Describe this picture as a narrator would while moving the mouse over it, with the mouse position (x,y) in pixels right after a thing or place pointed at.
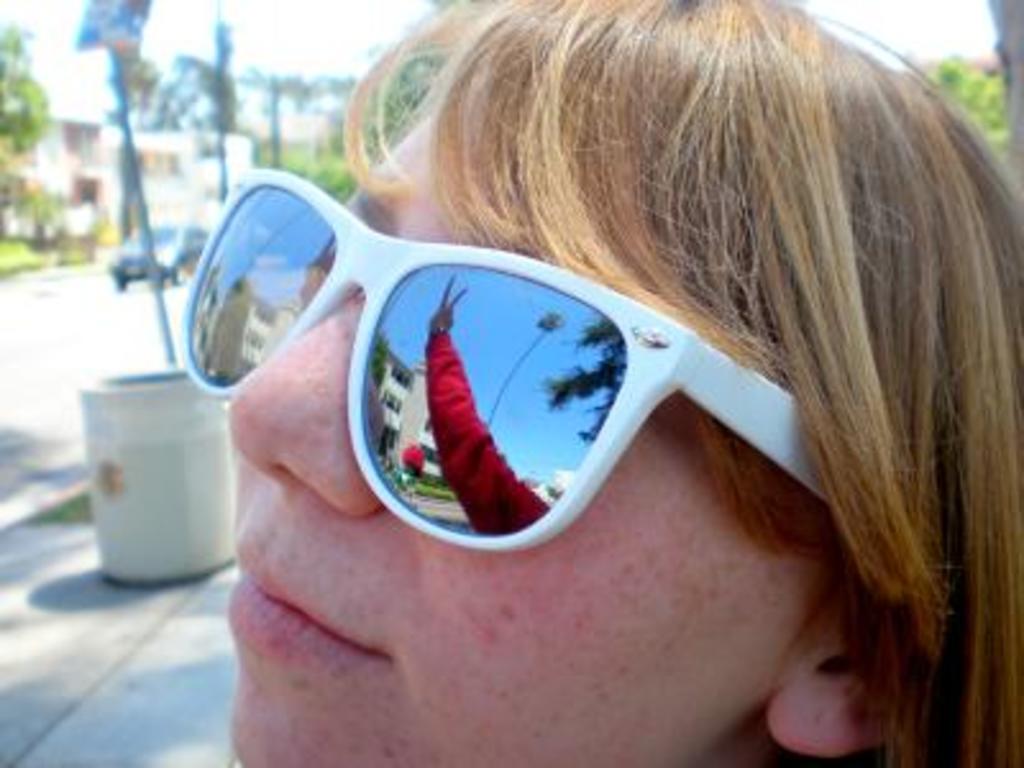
Here we can see a woman (515,634) and she wore goggles (580,472). On the glass (442,440) we can see reflection (442,440) of buildings (387,453), trees (566,392), sky (499,383), and hand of a person (455,411). In the background (170,362) we can see poles (128,128), trees (339,148), car (169,229), buildings (233,165), and sky (823,1).
